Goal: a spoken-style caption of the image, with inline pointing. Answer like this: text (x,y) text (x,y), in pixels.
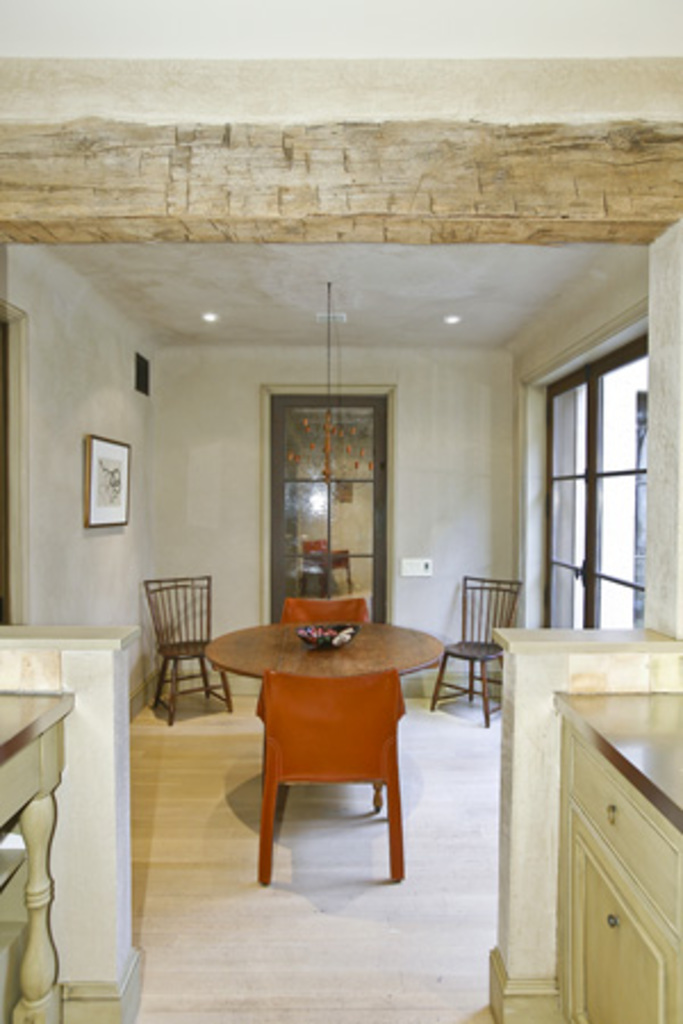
In the bottom right corner of the image (566,776) there is a table (574,974). Behind the table (574,974) there is wall (537,648). In the bottom left corner of the image (6,856) there is a table (6,856). Behind the table (17,856) there is wall (28,692). In the middle of the image (350,608) we can see some chairs (358,604) and table (292,633), on the table (369,635) there is a bowl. Behind the table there is a wall (52,353), on the wall (52,353) there are some glass windows (613,623) and frame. At the top of the image (337,5) there is ceiling (34,35) and lights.
